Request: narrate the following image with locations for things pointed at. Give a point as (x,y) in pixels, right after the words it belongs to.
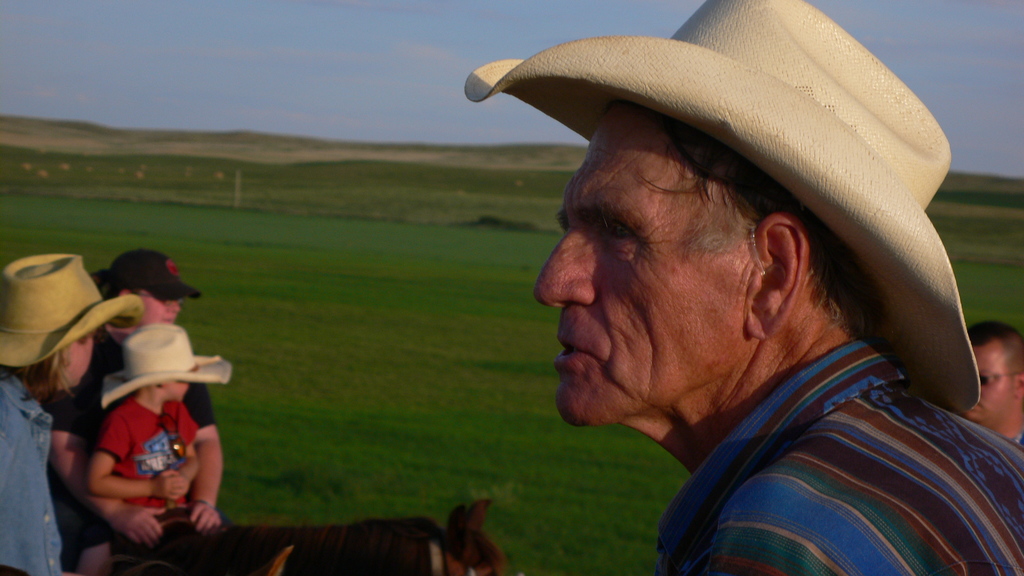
A man (739,343) with hat (924,384) looking aside. A girl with a child (165,440) is riding a horse (244,527). There is man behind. There are grass patches (321,475) at the background (390,292).
